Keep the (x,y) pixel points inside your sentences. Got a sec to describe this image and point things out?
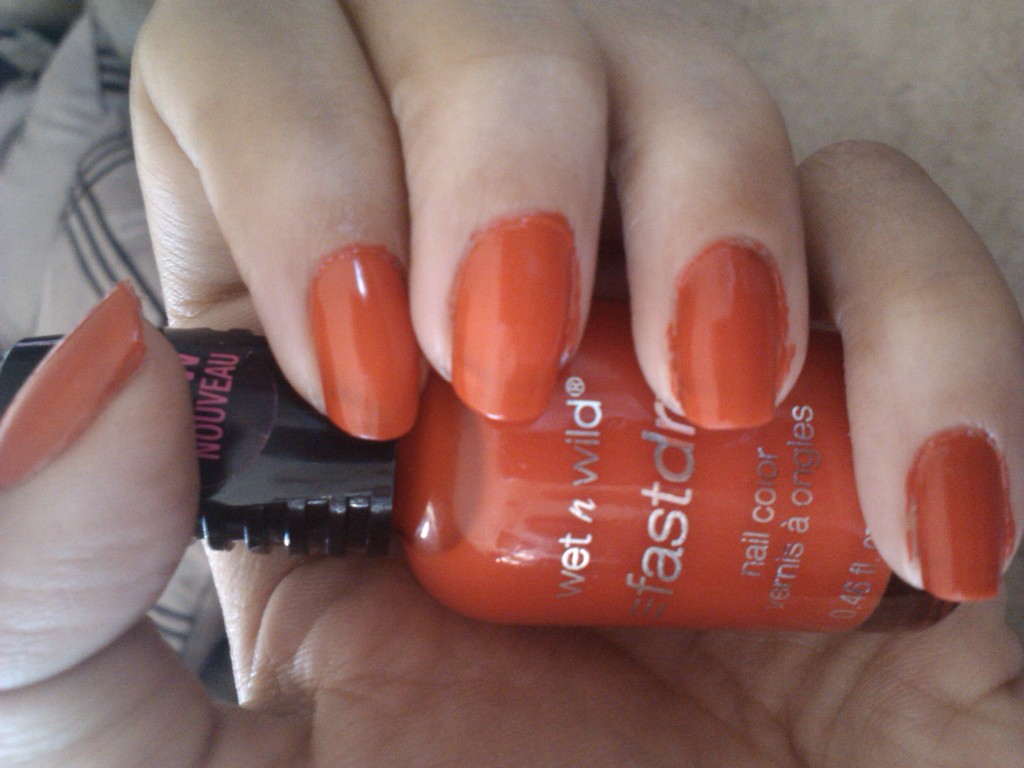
In the image we can see there is a nail polish bottle (430,475) and a person (239,627) is holding it in her hand (141,345) and the nails (82,325) are coloured with a nail polish (407,381) which is in orange colour.
